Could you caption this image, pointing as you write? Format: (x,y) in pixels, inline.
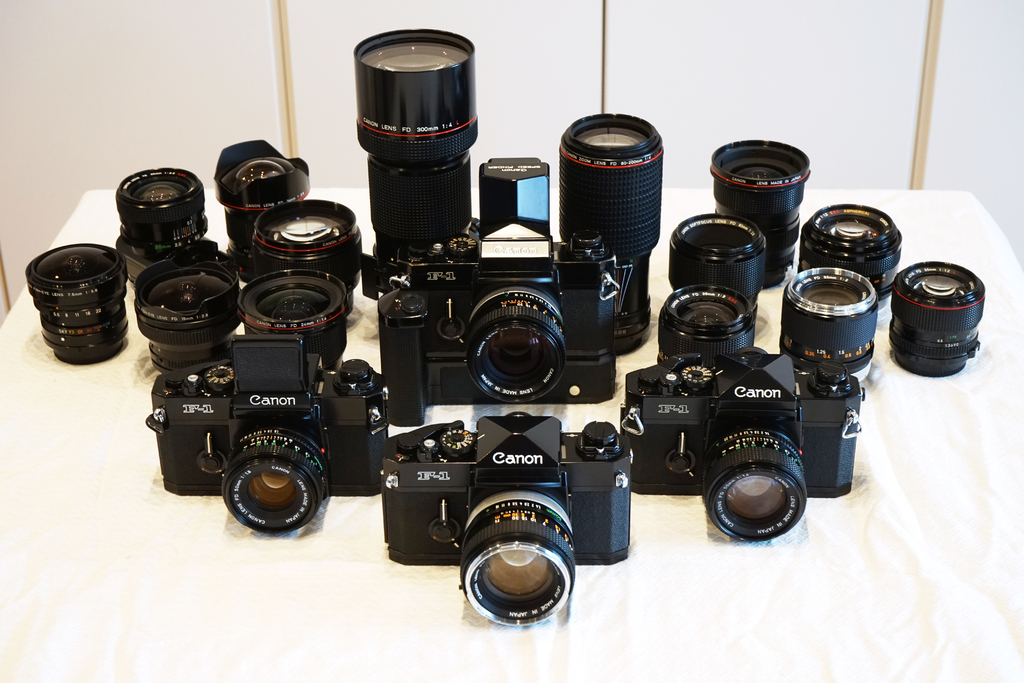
In this image I can see a white colour table cloth (206,540) and on it I can see number of black colour camera lenses (86,274) and few black colour cameras (476,318). I can also see something is written on these cameras (474,365) and on this lenses (624,183).
